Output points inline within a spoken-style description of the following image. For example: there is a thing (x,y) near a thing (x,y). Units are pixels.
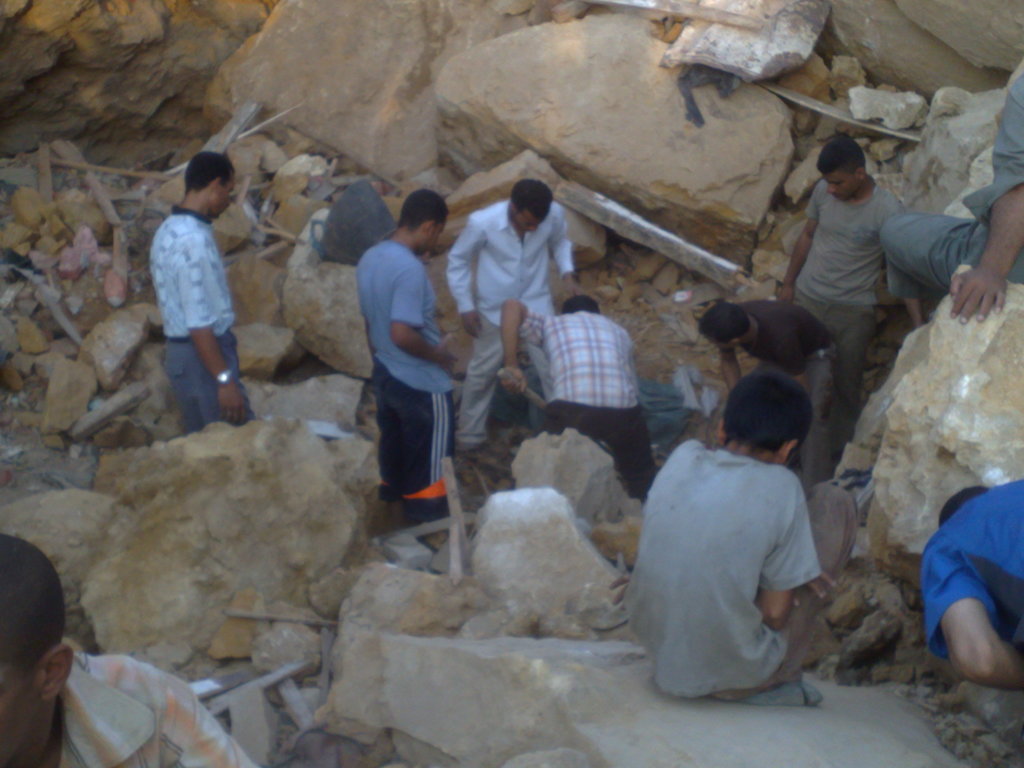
In this image we can see group of people (394,251) are standing, in front (883,515) there are rocks (382,178), there a person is holding a stick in the hand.
